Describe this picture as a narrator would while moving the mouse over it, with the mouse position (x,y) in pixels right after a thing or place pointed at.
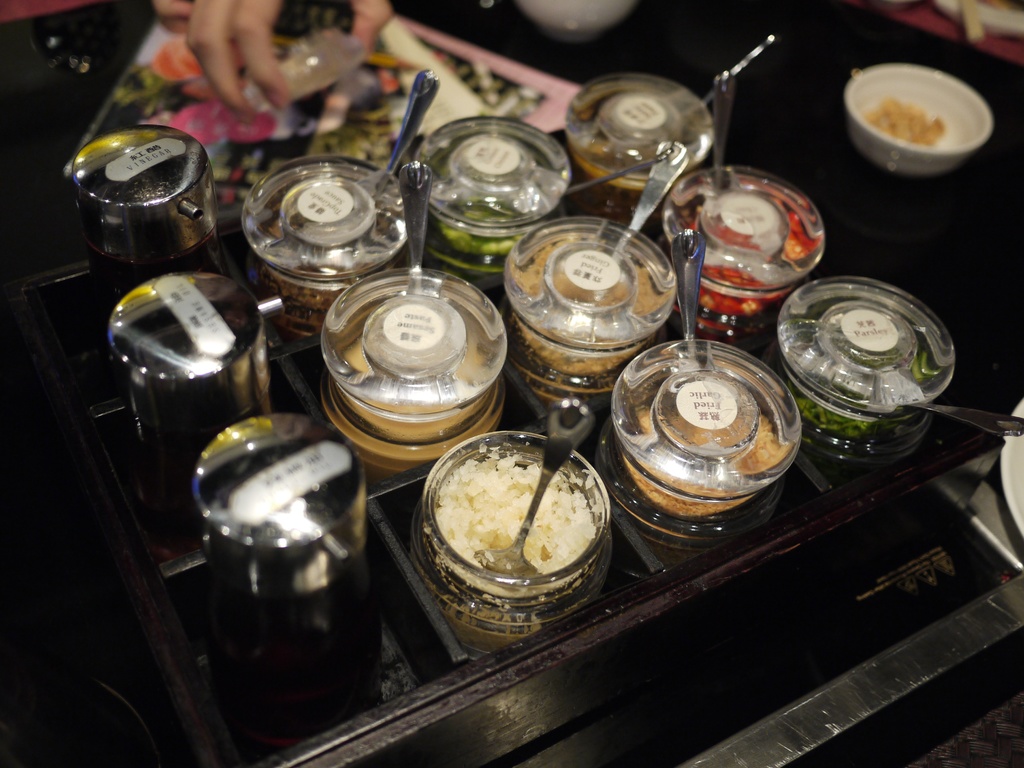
At the bottom of the image (495,669) there is a table (984,231) and we can see ingredients (917,120), box (163,627), bowls (877,160) and some papers (380,90) placed on the table (664,33).
